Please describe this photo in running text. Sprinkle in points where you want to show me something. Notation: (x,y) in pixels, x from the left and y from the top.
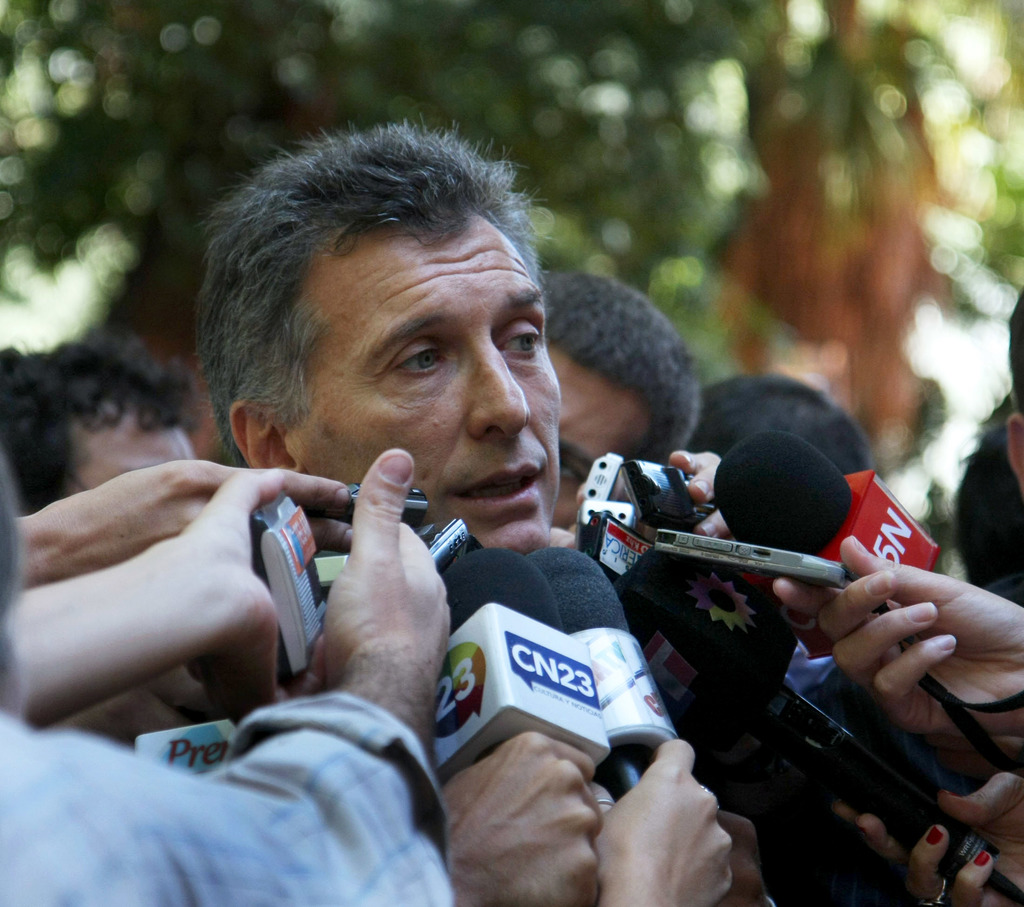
In this image I can see group of people (35,429) standing. I can also see few persons (257,473) hands (252,492) holding few microphones (557,696), background (66,313) I can see trees (547,129) in green color and the sky (40,292) is in white color.
